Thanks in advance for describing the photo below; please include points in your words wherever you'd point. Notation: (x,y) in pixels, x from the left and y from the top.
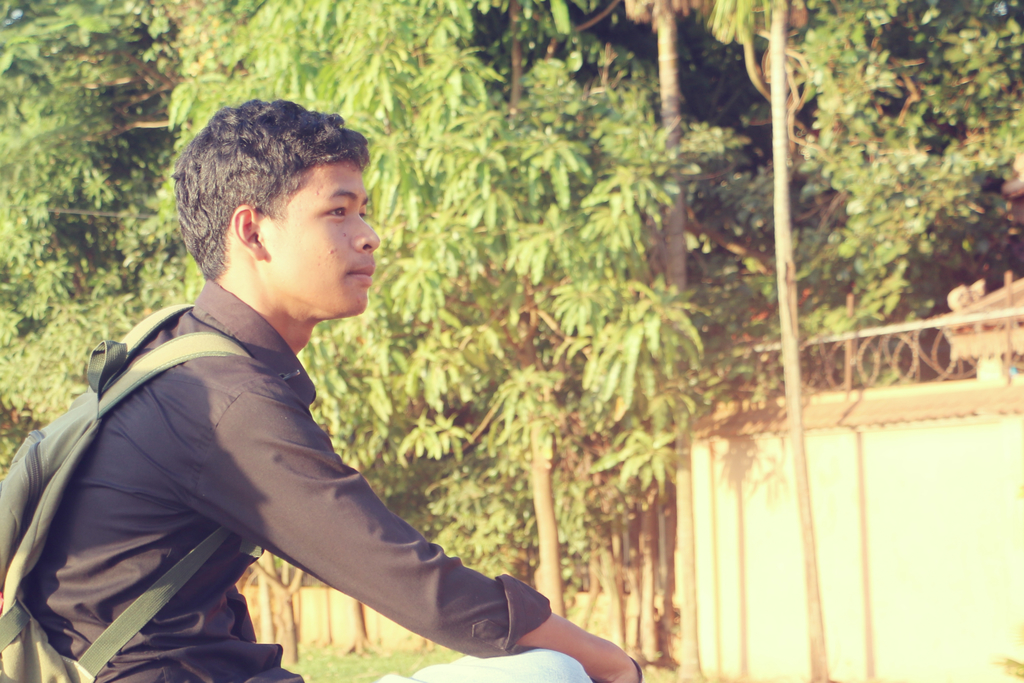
In this image in the left (212,419) a guy (198,467) is sitting wearing black shirt (150,459). He is carrying a bag (39,453). In the background (562,178) there are trees (604,294) and boundary (755,443).
